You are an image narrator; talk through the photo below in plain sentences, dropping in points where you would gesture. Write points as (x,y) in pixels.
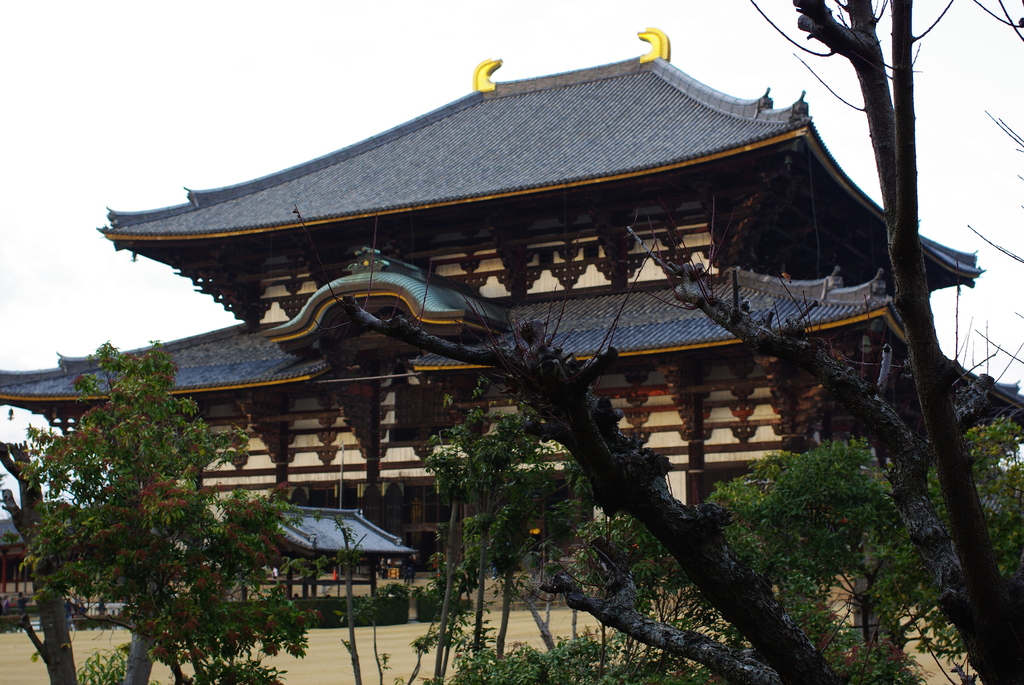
This image is taken outdoors. In the background (358,488) there is a Japanese architecture (759,434) with walls (626,403), carvings (649,416), roofs (559,132) and doors (429,542). At the bottom of the image (328,656) there is a ground (312,647). In the middle of the image (613,456) there are a few trees (258,587) and plants (190,599) with green leaves (393,608), stems (695,559) and branches (907,7). At the top of the image (245,131) there is the sky (141,281).
